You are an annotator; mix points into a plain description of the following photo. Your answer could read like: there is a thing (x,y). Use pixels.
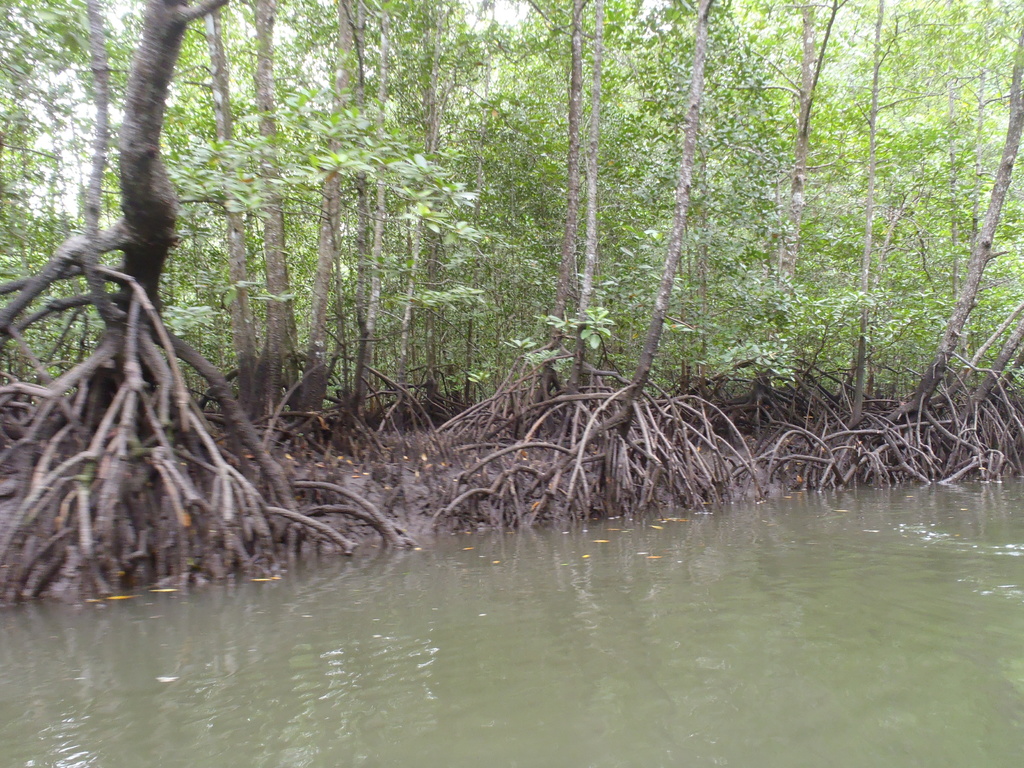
In this image I can see few green trees (457,279) and the water (513,557).
